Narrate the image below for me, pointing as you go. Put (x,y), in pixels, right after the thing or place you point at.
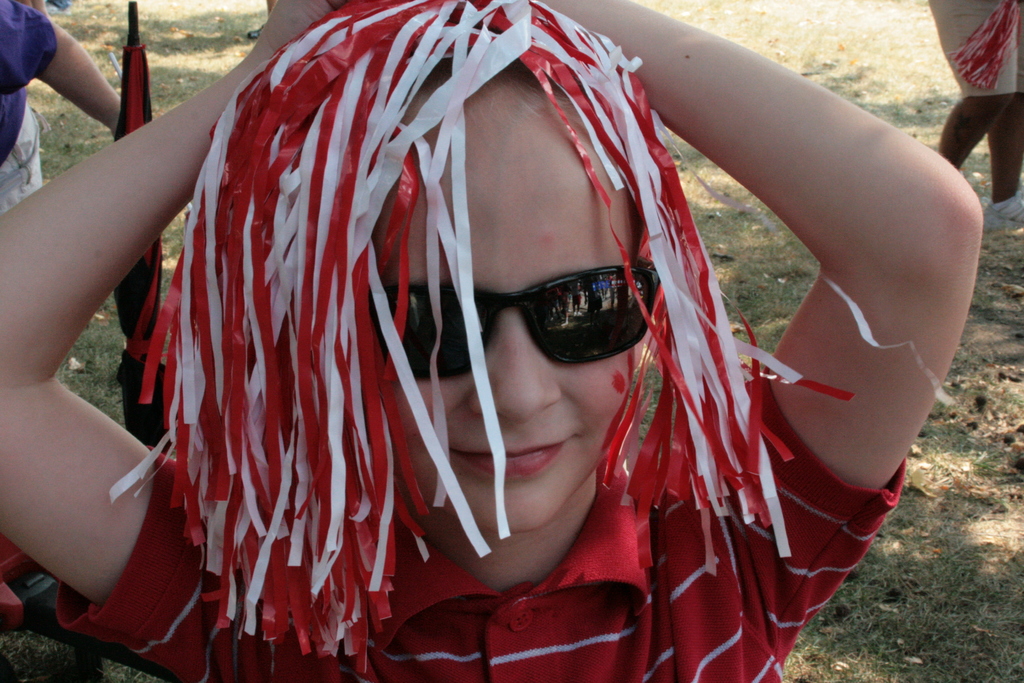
In this image in the foreground (269,361) there is one person (544,332) who is standing and he is wearing some costume (707,372), and in the background (970,116) there are some persons (100,111) and umbrella (154,279). At the bottom (914,578) there is grass (887,586).
